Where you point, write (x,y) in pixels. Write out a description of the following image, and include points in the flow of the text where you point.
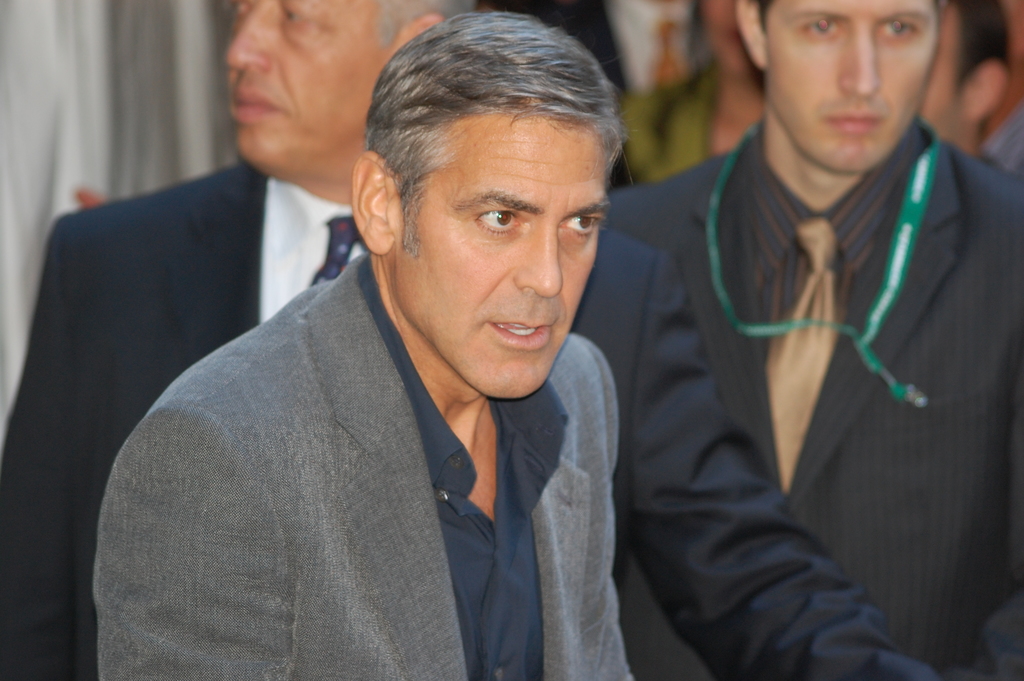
In this picture we can observe three members (561,316). All of them were men (197,274) and wearing coats (730,438). There is a man (891,208) wearing a green color tag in his neck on the right side (870,327). In the background (737,116) there are some people (679,91) standing.
